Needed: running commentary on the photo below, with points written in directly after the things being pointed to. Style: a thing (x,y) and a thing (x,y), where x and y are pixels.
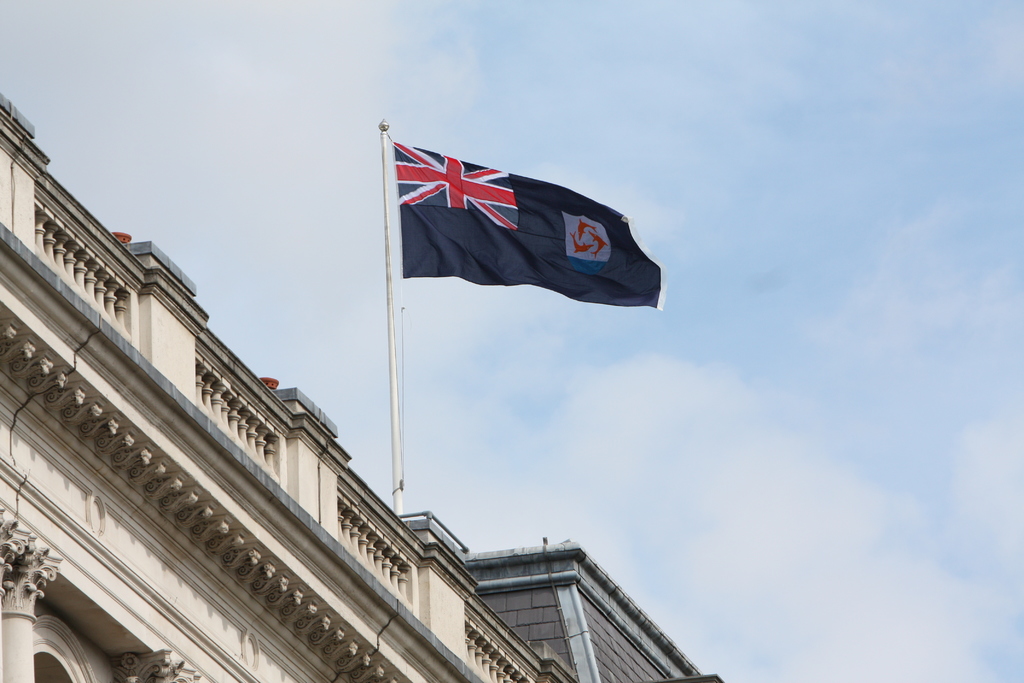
In the picture we can see a building (570,682) with a flag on top of it with pole (388,287) and behind it we can see a sky (417,373) with clouds (546,480).
